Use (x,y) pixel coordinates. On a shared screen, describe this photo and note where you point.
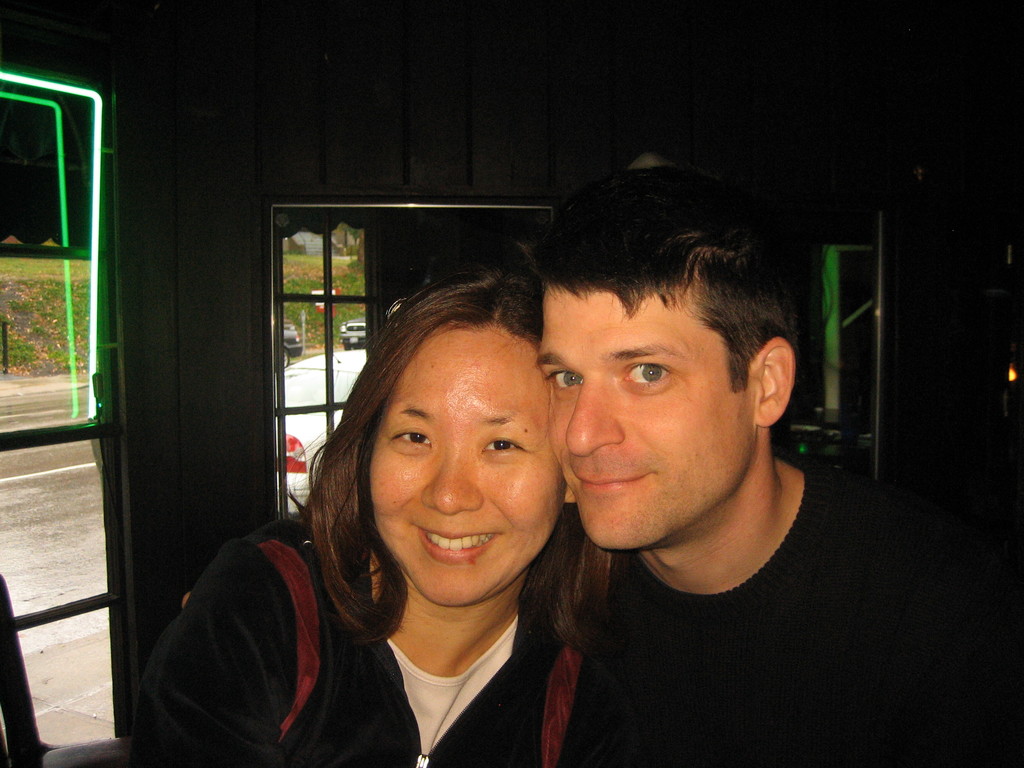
In this image I can see the two people (492,730) with black and white color dresses (446,734). In the background (104,669) I can see the windows (107,514). Through the windows (86,480) I can see the vehicles (294,444) on the road (51,519) and the grass (51,301).
